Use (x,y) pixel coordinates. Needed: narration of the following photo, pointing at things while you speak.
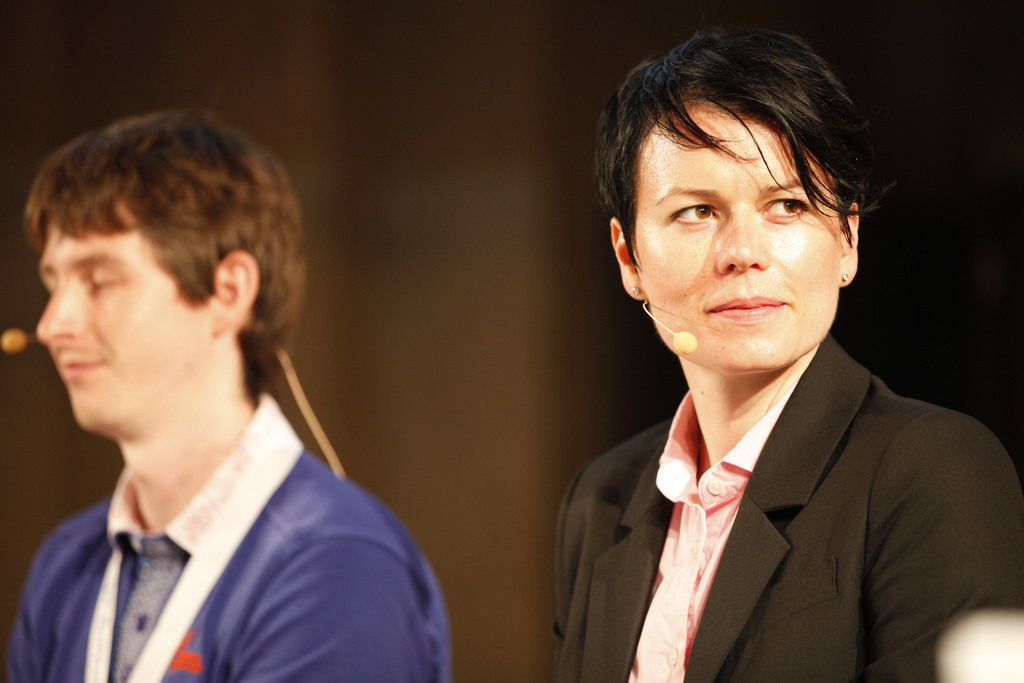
In this image I can see two persons (703,598). The background (510,572) is blurry.
